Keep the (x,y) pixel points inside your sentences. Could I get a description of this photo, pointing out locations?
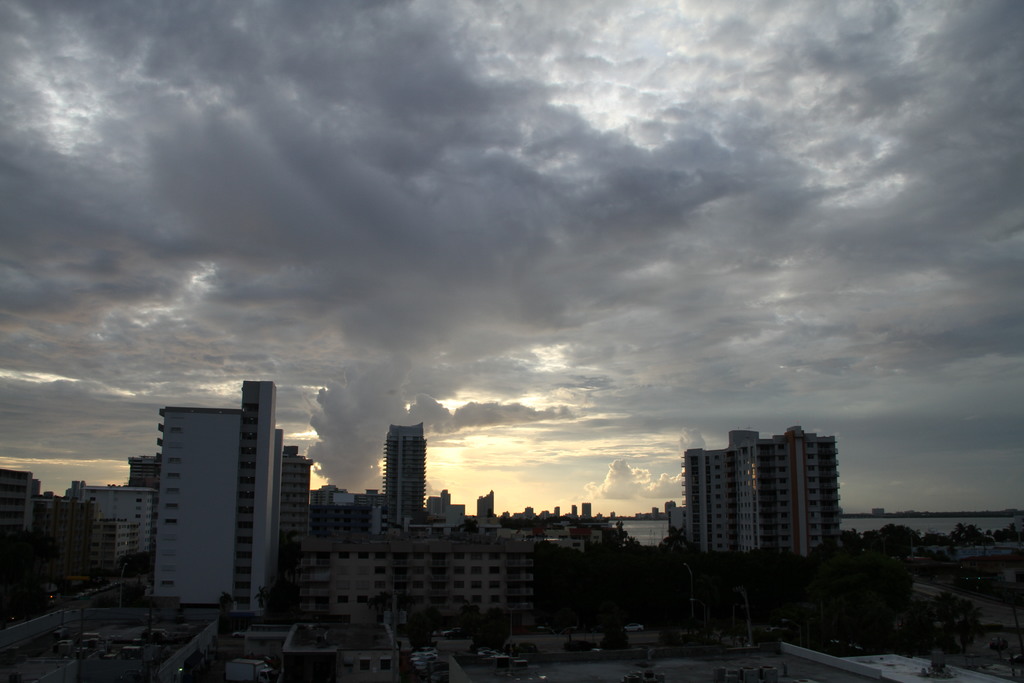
In this image, we can see buildings (417,519), trees (579,558) and towers (445,496). At the top (184,165), there are clouds (609,321) in the sky (672,309).
